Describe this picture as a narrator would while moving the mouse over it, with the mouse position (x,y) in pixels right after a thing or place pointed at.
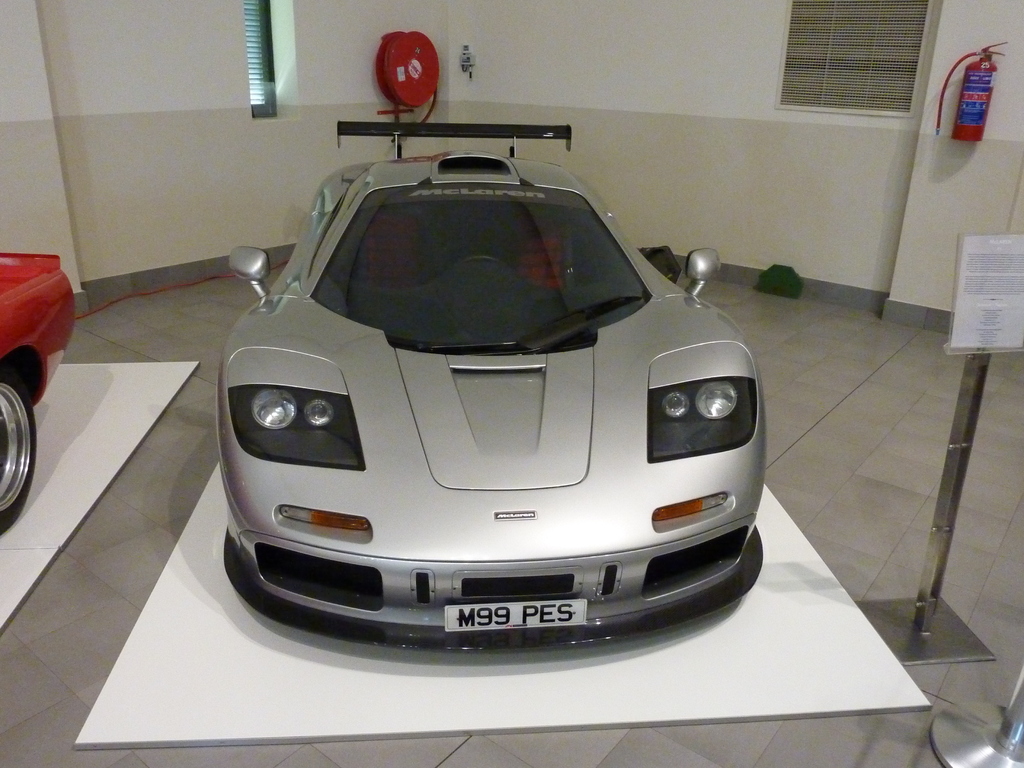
In the middle (365,319) there is a car (714,481) in silver color. On the right side (949,79) there is a fire extinguisher (988,57) on the wall (882,135).
